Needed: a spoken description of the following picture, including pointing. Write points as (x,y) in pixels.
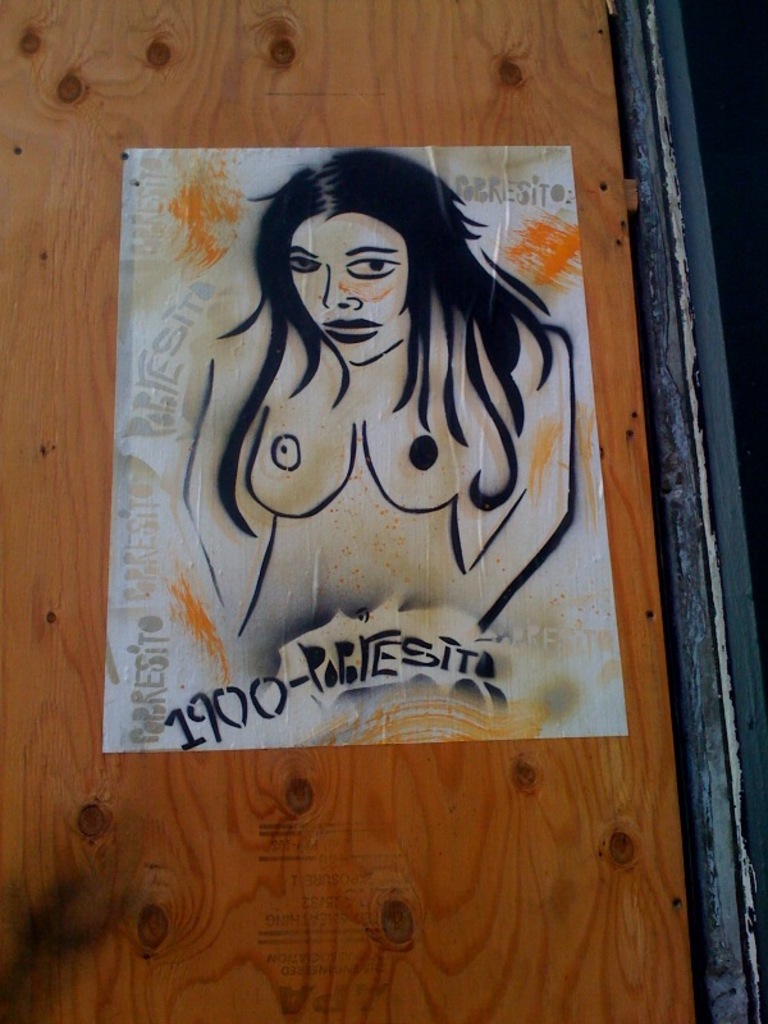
In this image I can see a brown colored wooden surface (328,888) and on it I can see a paper (148,615). On the paper (206,587) I can see the painting (413,433) of a woman (385,329) with black color.
